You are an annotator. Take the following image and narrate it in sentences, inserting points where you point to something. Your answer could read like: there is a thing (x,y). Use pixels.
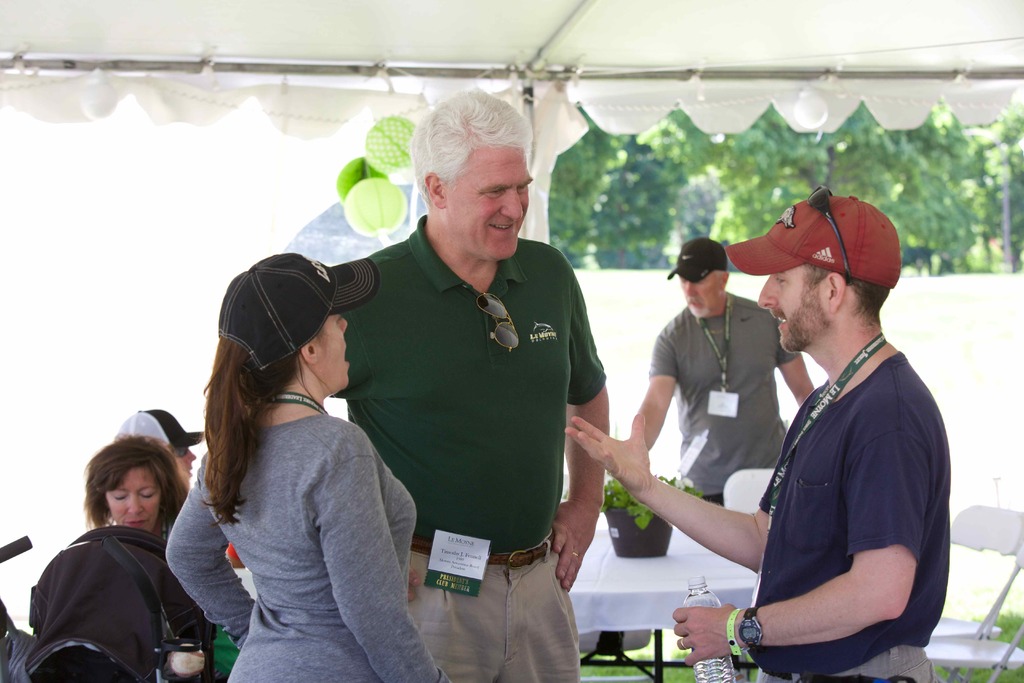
In this image we can see person (350,335) standing on the ground (934,307). In the background (224,193) we can see balloons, tent (569,133), persons (726,337), trees (679,185) and wall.
